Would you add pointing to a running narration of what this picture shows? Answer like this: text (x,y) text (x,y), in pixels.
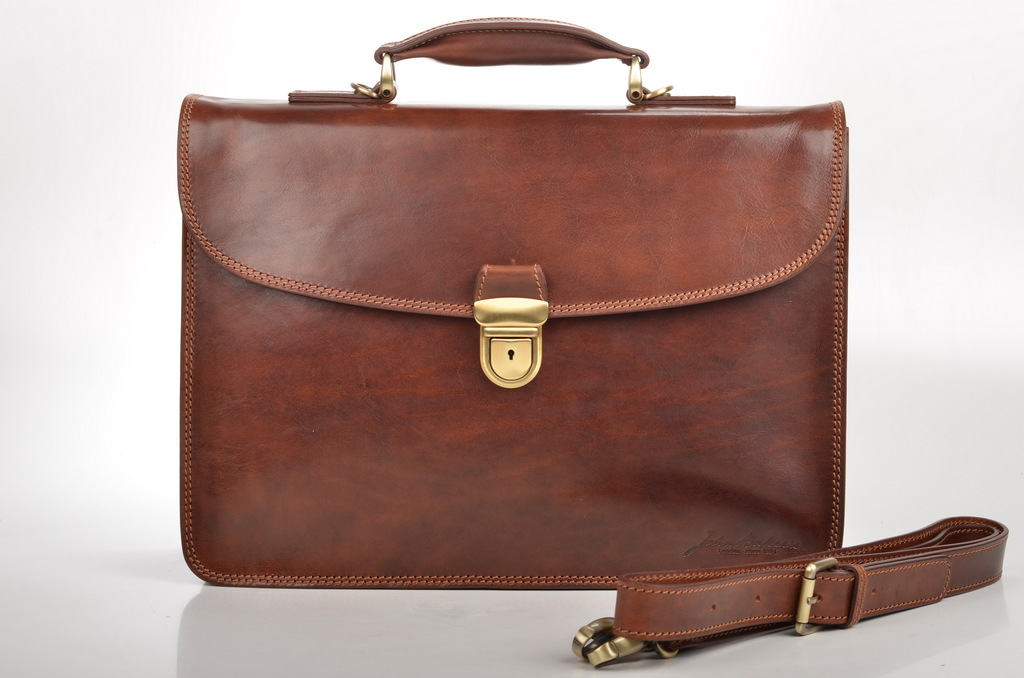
brown color bag (292,304) with belt handle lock (515,354) to it
